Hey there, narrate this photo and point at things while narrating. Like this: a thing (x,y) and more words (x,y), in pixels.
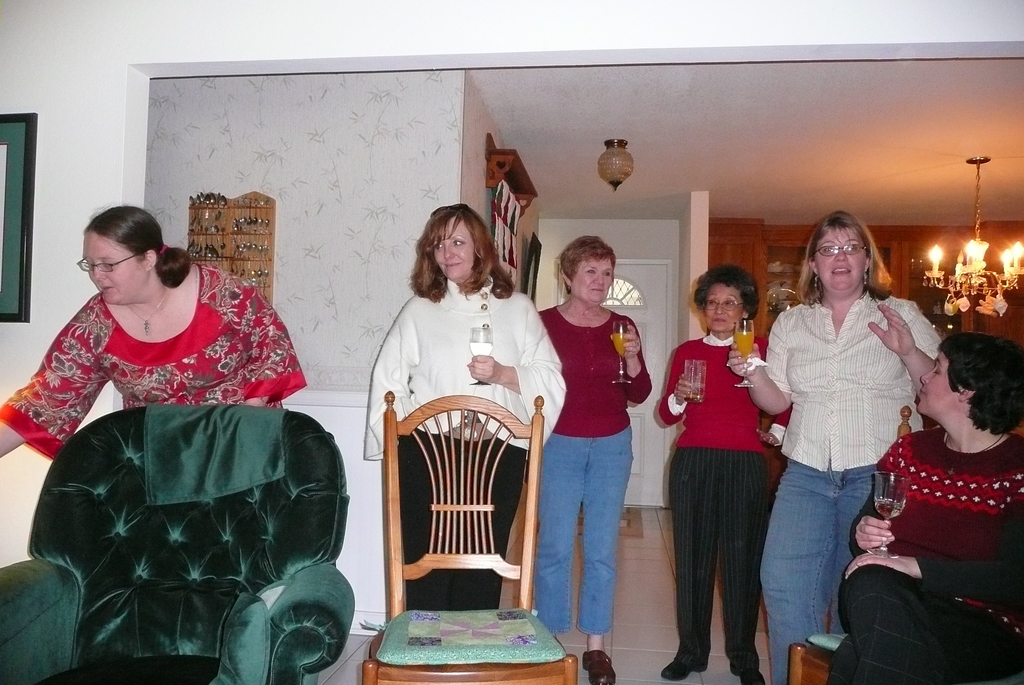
It is a closed room (758,47) at the left corner of the picture (166,584) there is a green colour sofa (192,515) behind it there is one woman (162,368) in red colour, at the right corner of the picture (929,563) one woman (918,593) is sitting on the chair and holding a glass (877,511) behind her there is another woman (867,433) in white shirt (866,438) and blue jeans (814,485) holding a glass (741,338) wearing glasses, behind her there is a chandelier (964,280) hanging from the roof (1010,165) and in center of the picture (648,399) behind the woman (605,274) there is a door (627,299) and lamp (608,150) on her. Behind them there is a wall (341,275) and some spoons (207,196) are attached to the wall (295,229).
